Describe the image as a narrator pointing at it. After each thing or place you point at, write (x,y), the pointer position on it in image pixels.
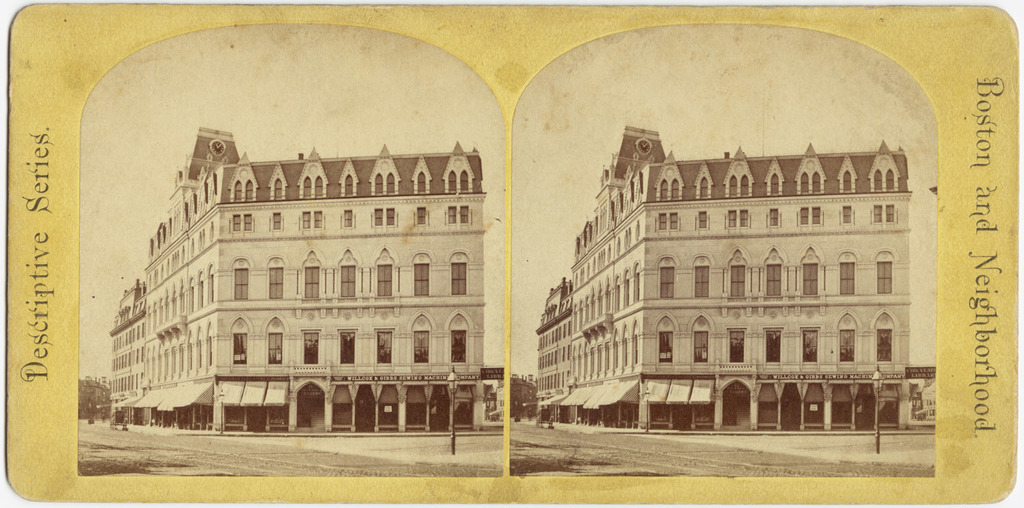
In this image we can see a collage of two pictures in which we can see a building (732,280) with windows (839,405), tents (682,391) and some light poles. On the left (29,300) and right side of the image (999,106) we can see some text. At the top of the image (678,42) we can see the sky (729,35).
